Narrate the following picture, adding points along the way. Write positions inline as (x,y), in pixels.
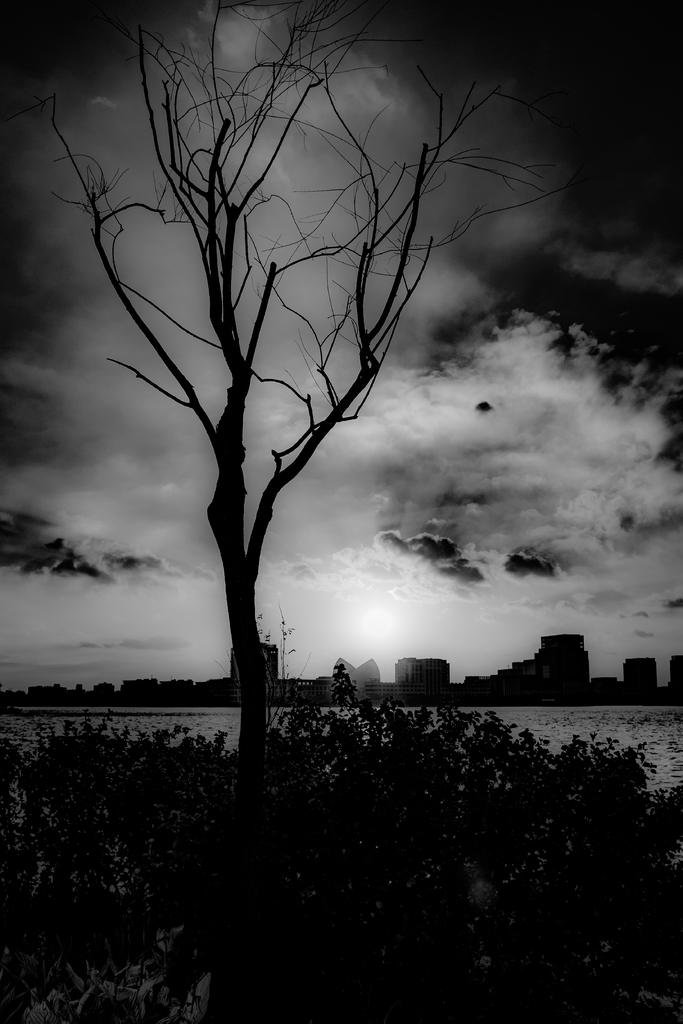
In this black and white picture there are plants (163,807) and a tree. Behind them there is water (102,711). In the background (236,681) there are buildings (181,696). At the top (436,296) there is the sky (55,369).
